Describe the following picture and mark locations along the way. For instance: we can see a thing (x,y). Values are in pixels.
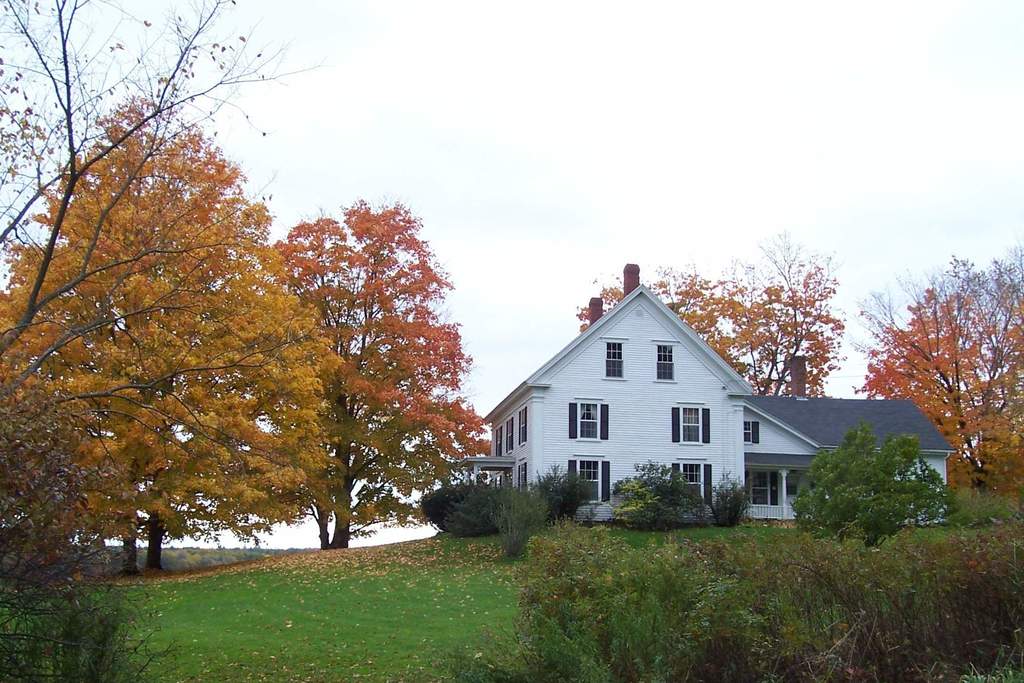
In this image there is a building (828,424) beside that there is some grass (463,634), trees (72,403) and plants (749,649).
